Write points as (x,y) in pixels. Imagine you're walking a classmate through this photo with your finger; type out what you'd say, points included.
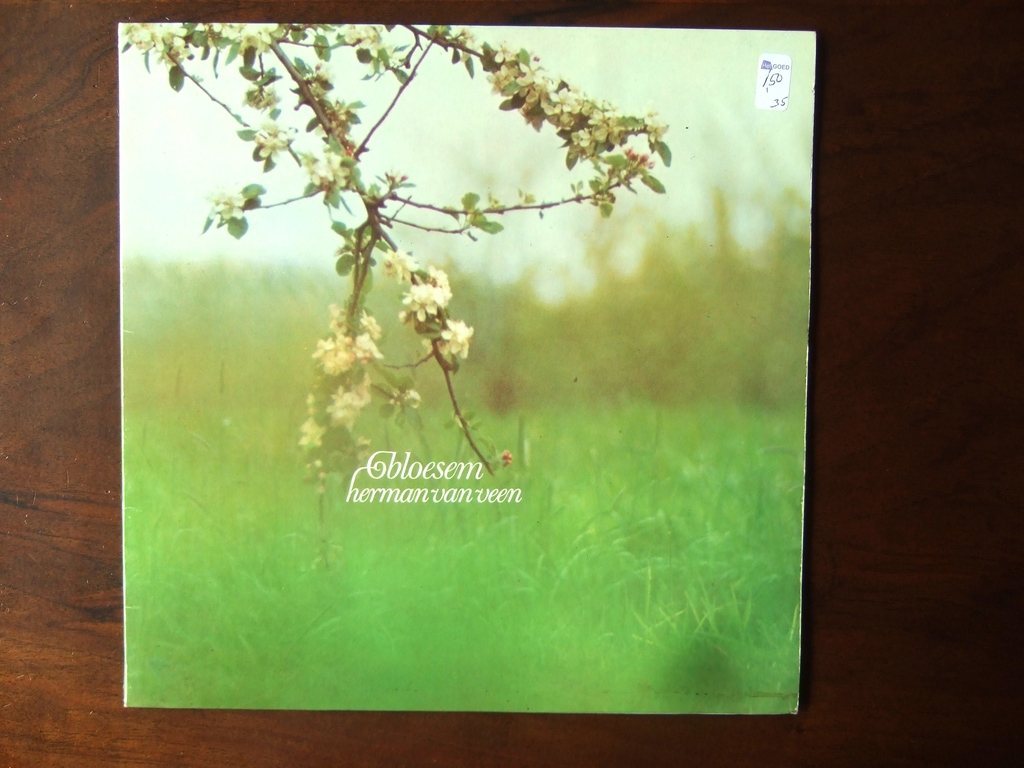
Here we can see a card (407,175) on a platform (395,740). On the card (446,445) we can see grass (429,584) at the bottom, plant (318,152) with flowers (319,160) and in the background (395,307) the image is blur and this is sky (435,166).
